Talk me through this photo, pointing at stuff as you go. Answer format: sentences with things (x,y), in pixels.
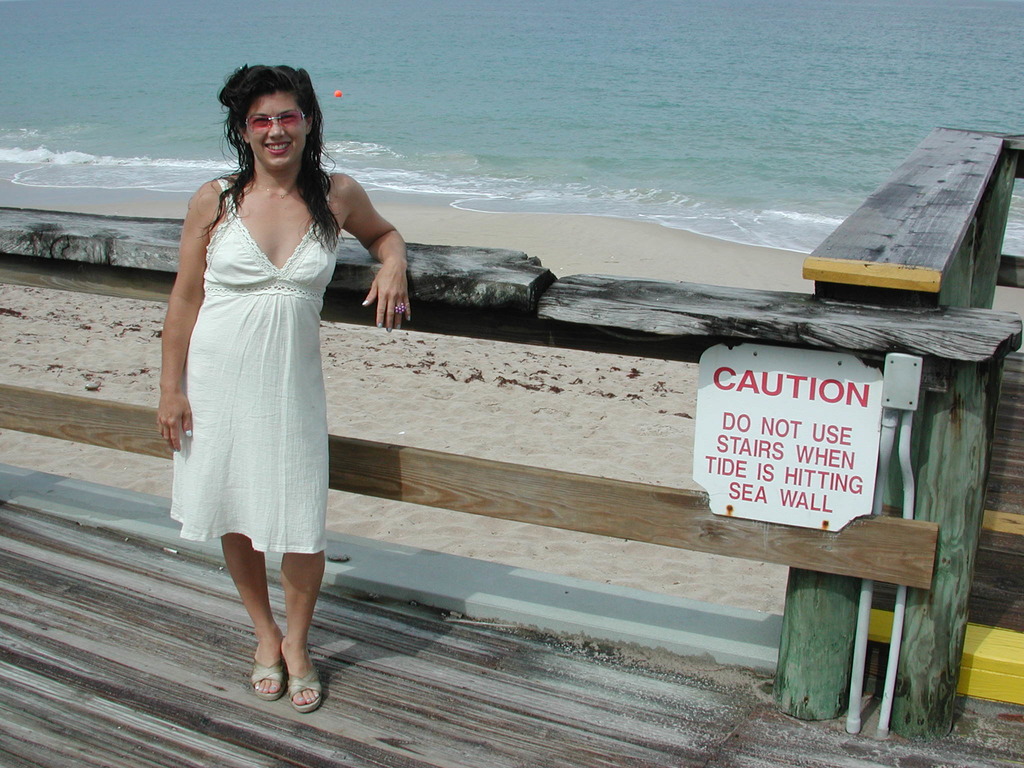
In this image we can see a sea (547,118). There is a beach (593,547) in the image. A lady (254,508) is standing on the wooden surface (337,659). There is a fencing (756,522) in the image.
